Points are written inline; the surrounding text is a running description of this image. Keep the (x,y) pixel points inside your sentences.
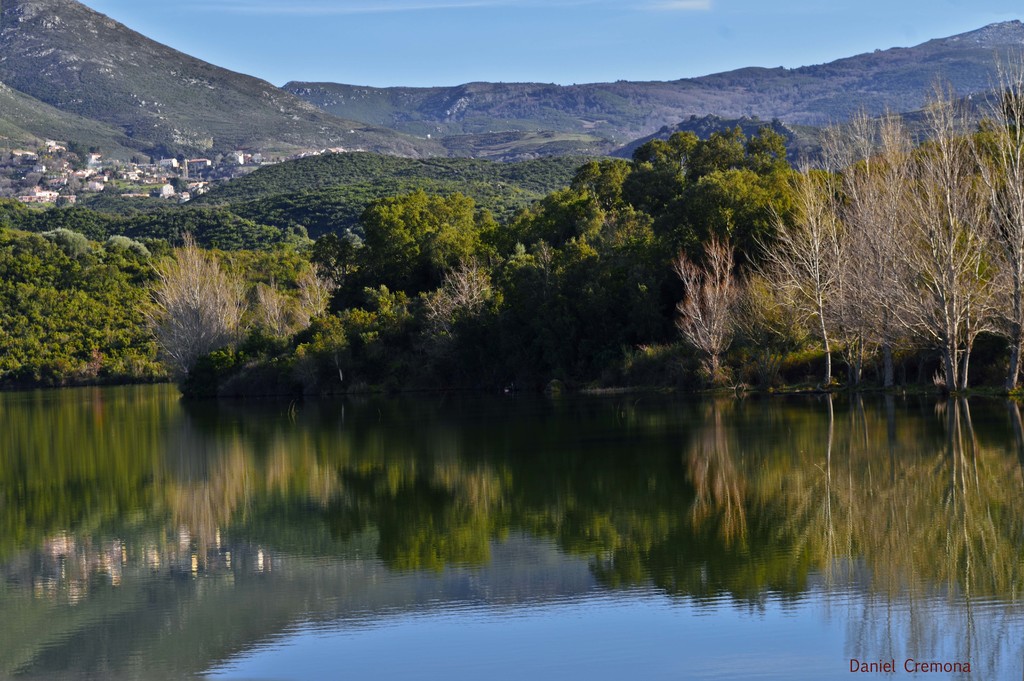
In this picture I can see the water (332,510) in front (806,670) and on the bottom right of this image (881,662) I see the watermark (896,663) and in the middle of this picture (441,231) I see number of trees (647,216). In the background (220,119) I see the hills (708,76) and the sky (592,54).
